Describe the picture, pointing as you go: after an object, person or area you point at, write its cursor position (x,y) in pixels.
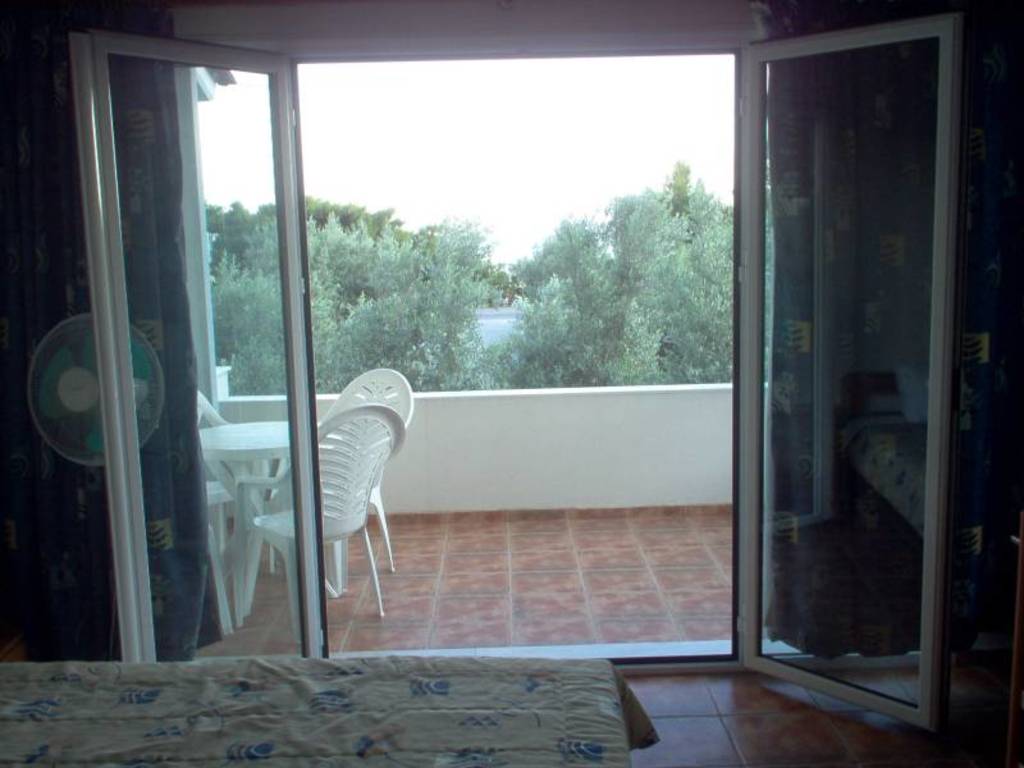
This image consists of a door (824,613). And we can see a balcony (513,598) in which there are chairs (250,555) and a table (232,441). In the background (470,261), there are trees (669,249). At the top (508,158), there is sky (507,166). At the bottom (464,733), there is a bed (383,726). On the right (774,743), we can see a floor (820,743).
